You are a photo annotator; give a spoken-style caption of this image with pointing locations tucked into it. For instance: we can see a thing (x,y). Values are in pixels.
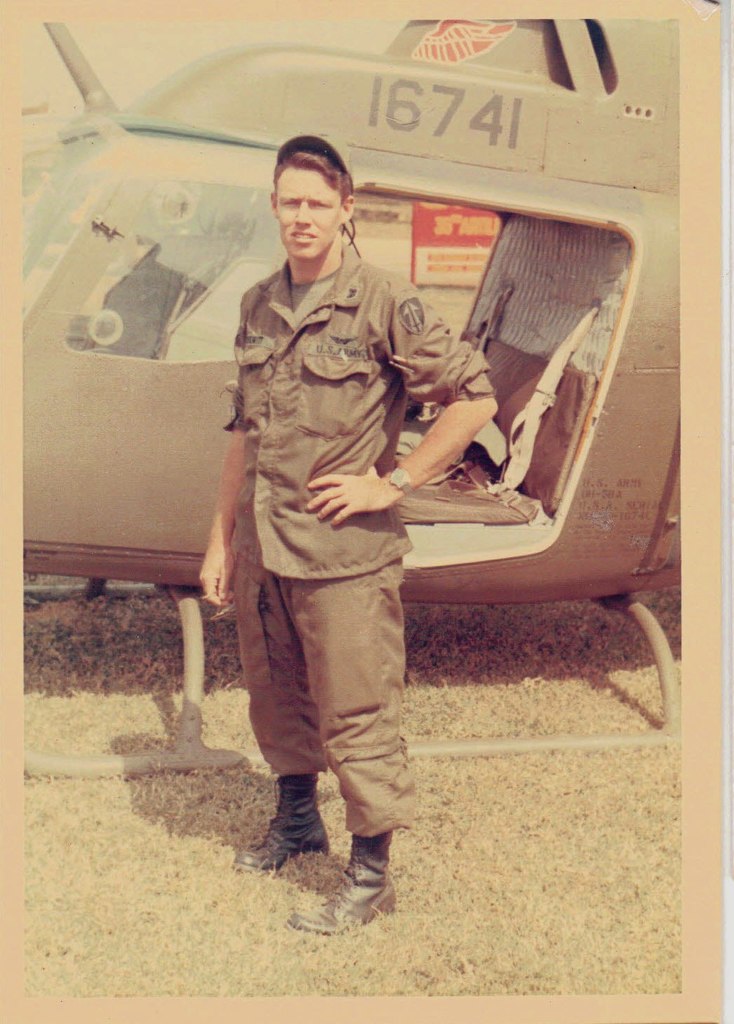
In this image, we can see a person (366,511) standing and wearing clothes (383,301). There is a helicopter (195,344) in the middle of the image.
